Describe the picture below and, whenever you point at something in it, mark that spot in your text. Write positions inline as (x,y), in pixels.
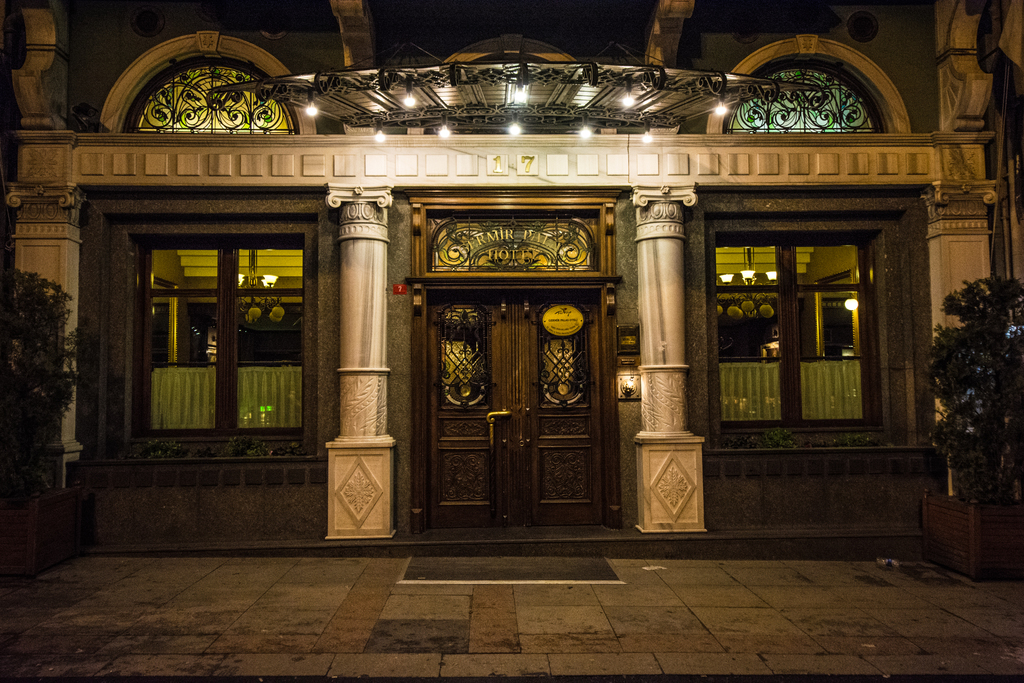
In this image we can see a building (693,290), pillars (678,200), door (446,438), windows (206,413), ceiling lights (512,125), plants (1023,349), lights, floor (301,586), mat (532,569), board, and other objects (572,330).
